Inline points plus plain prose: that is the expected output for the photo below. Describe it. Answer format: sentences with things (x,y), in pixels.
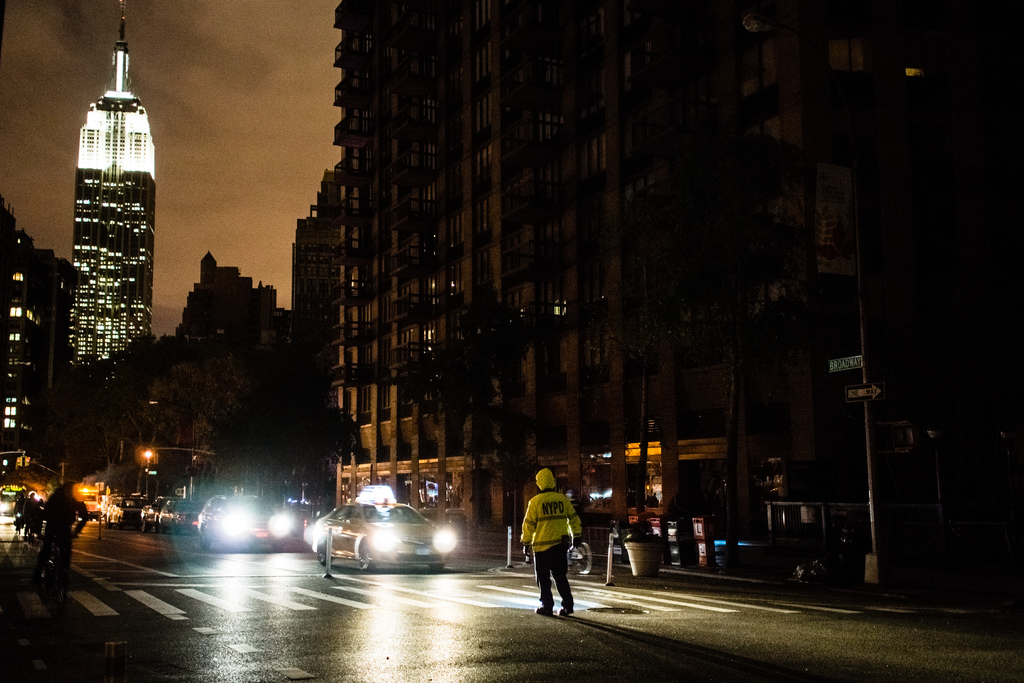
In the center of the image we can see a man (550,599) standing on the road (541,657). On the left (53,521) there are people (59,546) riding bicycles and there are cars (300,527) on the road (258,572). In the background (189,397) there are buildings (442,341), poles (874,556), trees (266,448) and sky (245,76).
